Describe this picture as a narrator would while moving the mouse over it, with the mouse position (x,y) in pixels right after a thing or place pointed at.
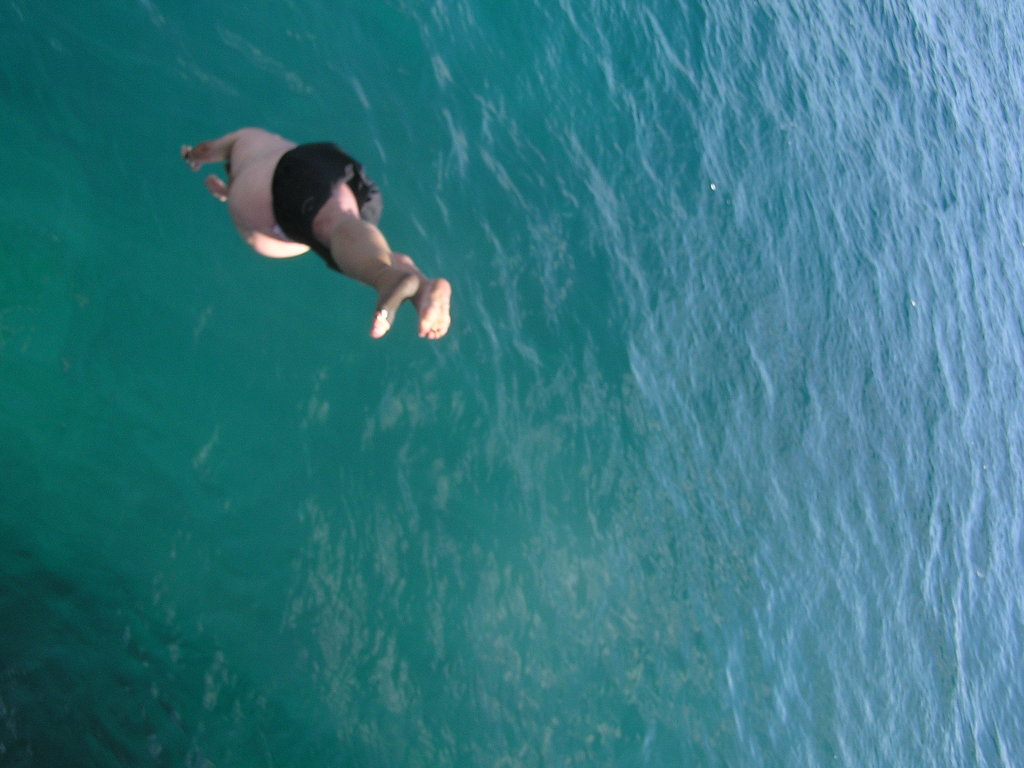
In this image we can see a man (395,257) is diving in the water (334,449).
